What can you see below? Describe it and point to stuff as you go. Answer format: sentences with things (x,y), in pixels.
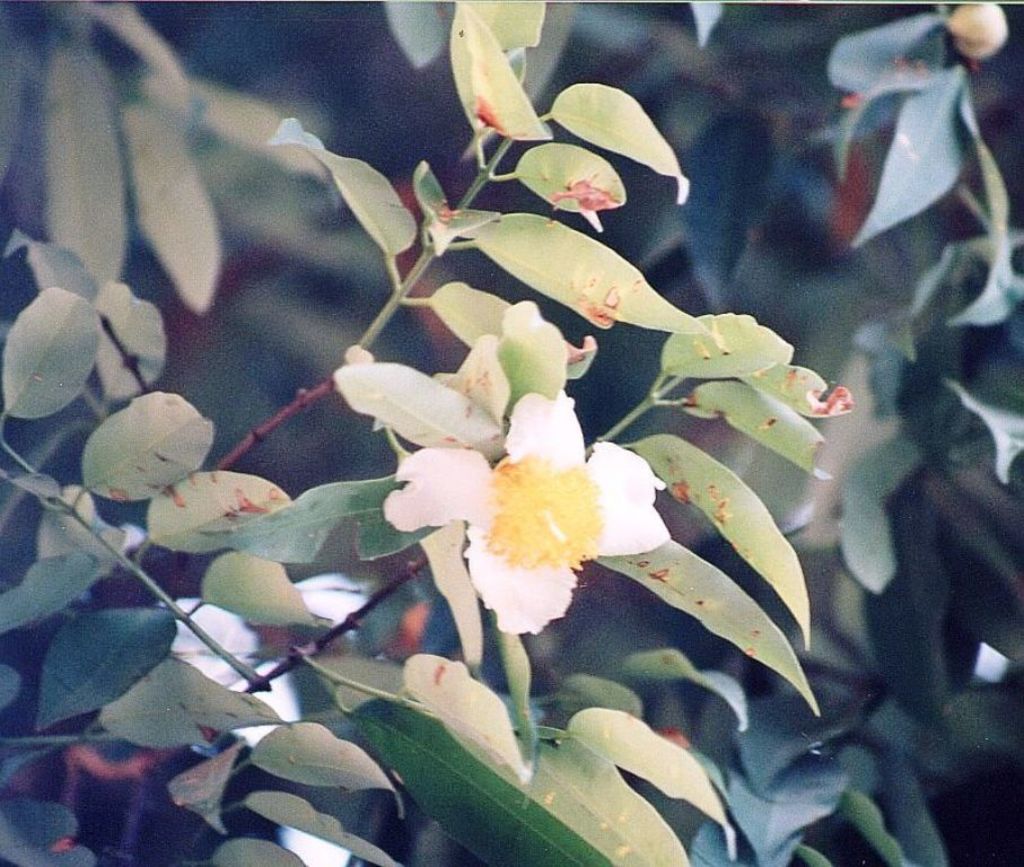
In this picture we can see a beautiful white color flower (525,551) in the image. Behind we can see many green Leafs (450,791).
